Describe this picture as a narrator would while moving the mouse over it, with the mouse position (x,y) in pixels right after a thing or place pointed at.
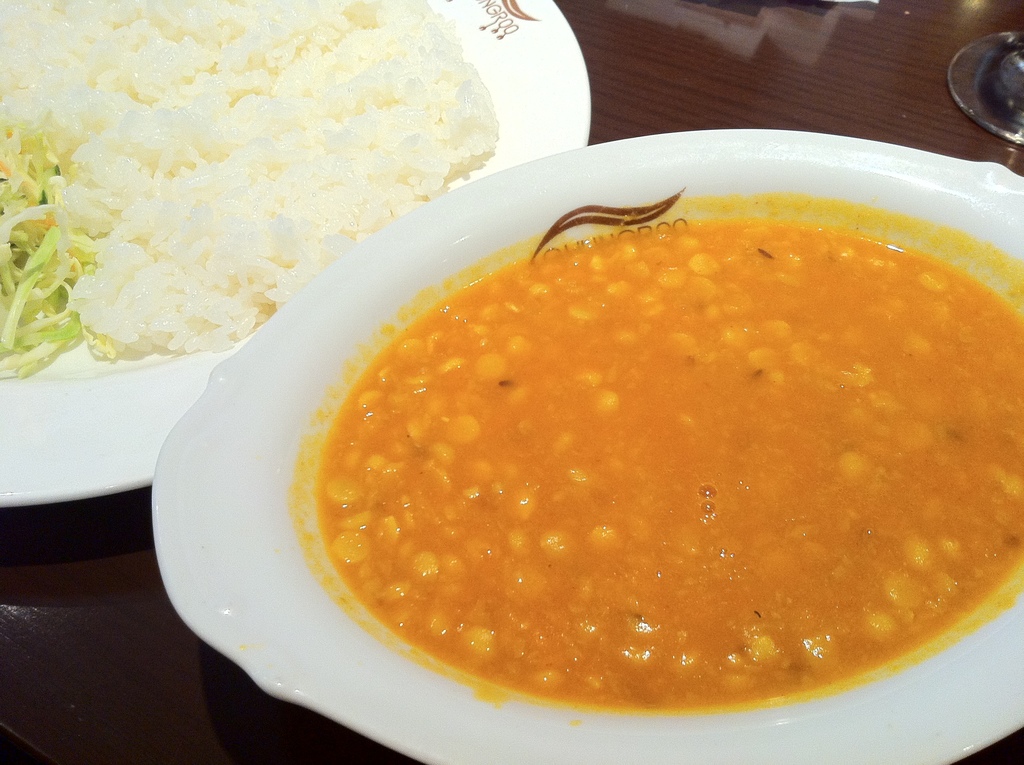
In this picture I can observe some food (273,258) placed in the plate (502,72) and in the bowl (342,456). The food (552,398) is in white and orange color. The plate (554,130) and bowl (448,249) are placed on the table (649,113).
